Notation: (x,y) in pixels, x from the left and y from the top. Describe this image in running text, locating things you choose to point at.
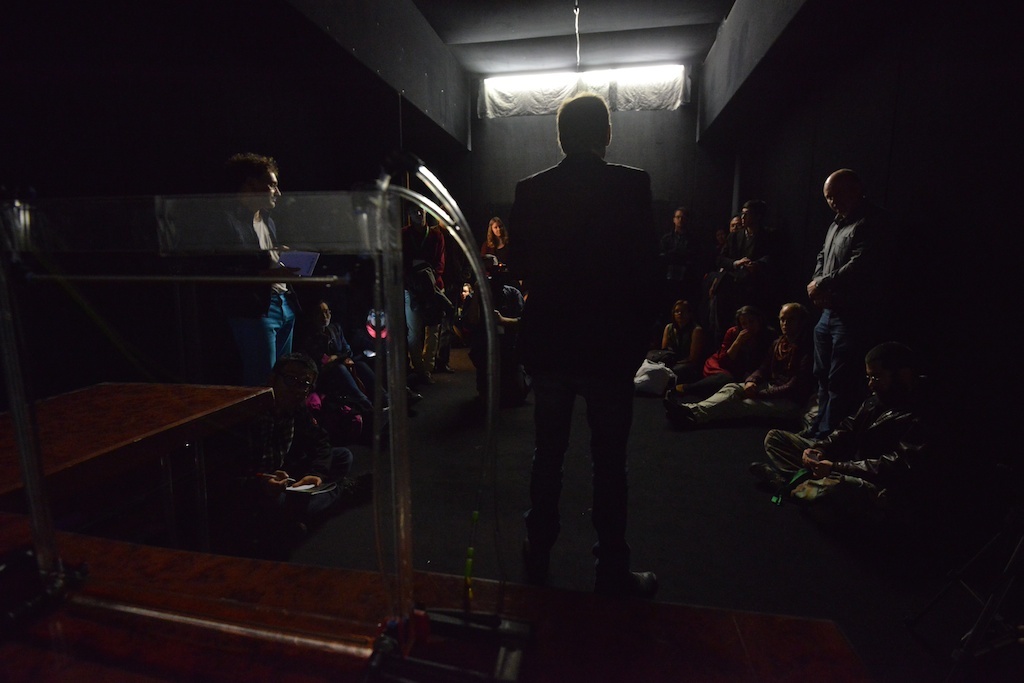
This is an inside view of a building (301,320) and here we can see people (679,325) standing and some of them are sitting. In the front (416,578), we can see a stand (411,564).
